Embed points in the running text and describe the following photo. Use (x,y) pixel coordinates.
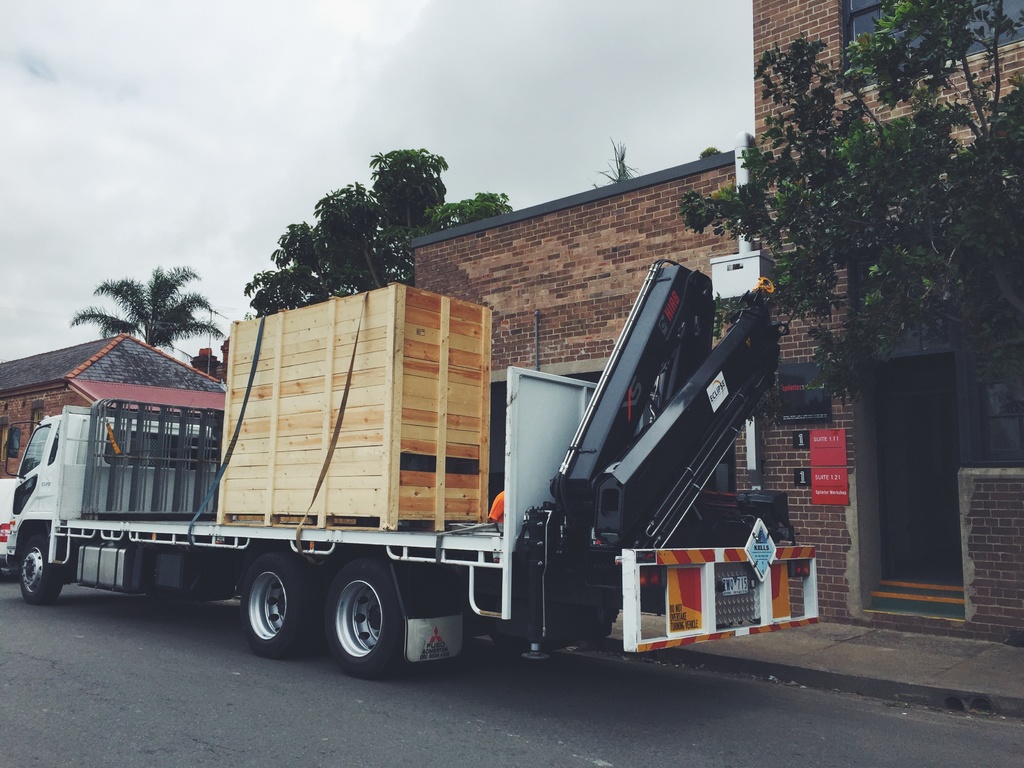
In this image we can see vehicle (763,541) in which the wooden objects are placed. And back side we can see some board (778,568) in which text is written. And behind vehicle (690,331) we can see many buildings (586,277) and trees (326,214). And clouds (251,100) in the sky (223,100).
